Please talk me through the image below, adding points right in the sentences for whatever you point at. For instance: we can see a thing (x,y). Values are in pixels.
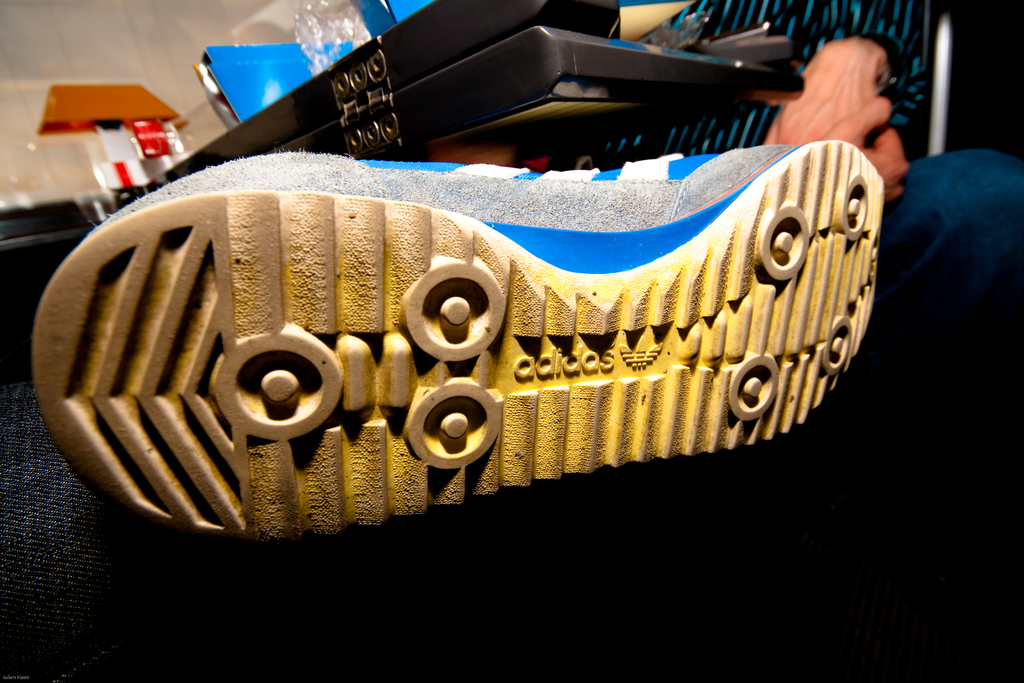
In the image there is a shoe (551,272) in the front (619,327) and above it, It seems to be a tray (510,75) with some cardboard (290,75) and cover (316,60) on it and behind it, It seems to be a person (794,142).
